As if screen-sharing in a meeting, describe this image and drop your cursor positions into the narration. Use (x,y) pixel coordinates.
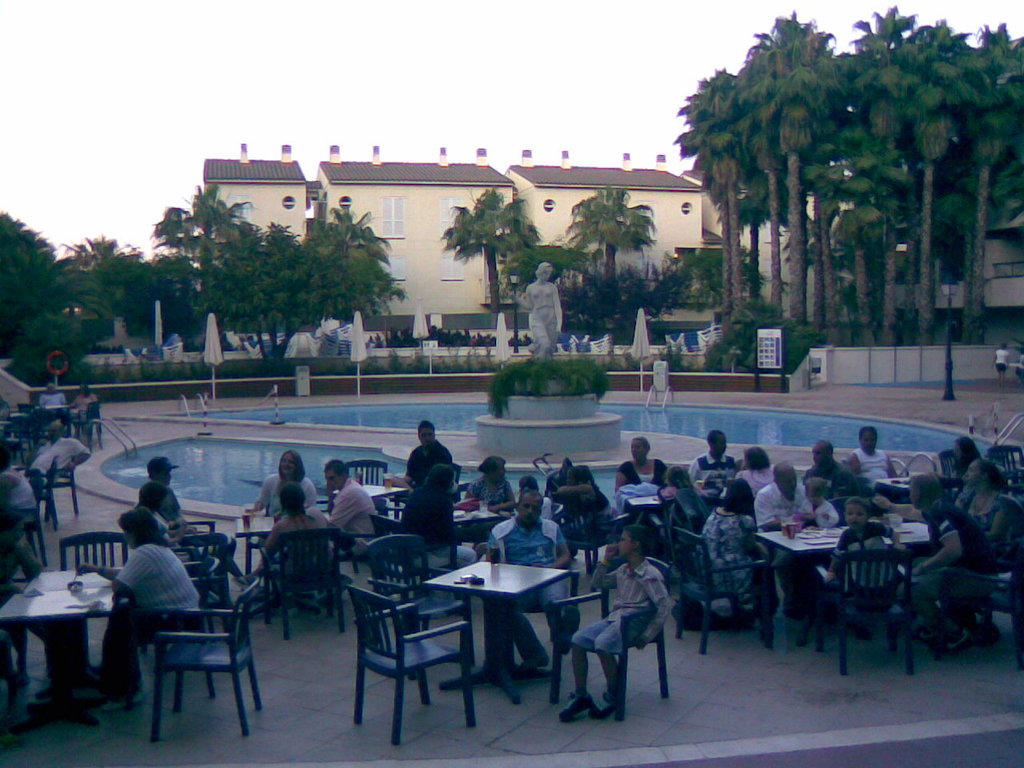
In middle of this pool (394,417) there is a sculpture (549,318). Persons (17,481) are sitting on chairs (29,515), in-front of them there are tables (821,534). Far there are number of trees (352,277) and building (394,228) with window (393,235). On this table (465,584) there is a cup (792,525).
